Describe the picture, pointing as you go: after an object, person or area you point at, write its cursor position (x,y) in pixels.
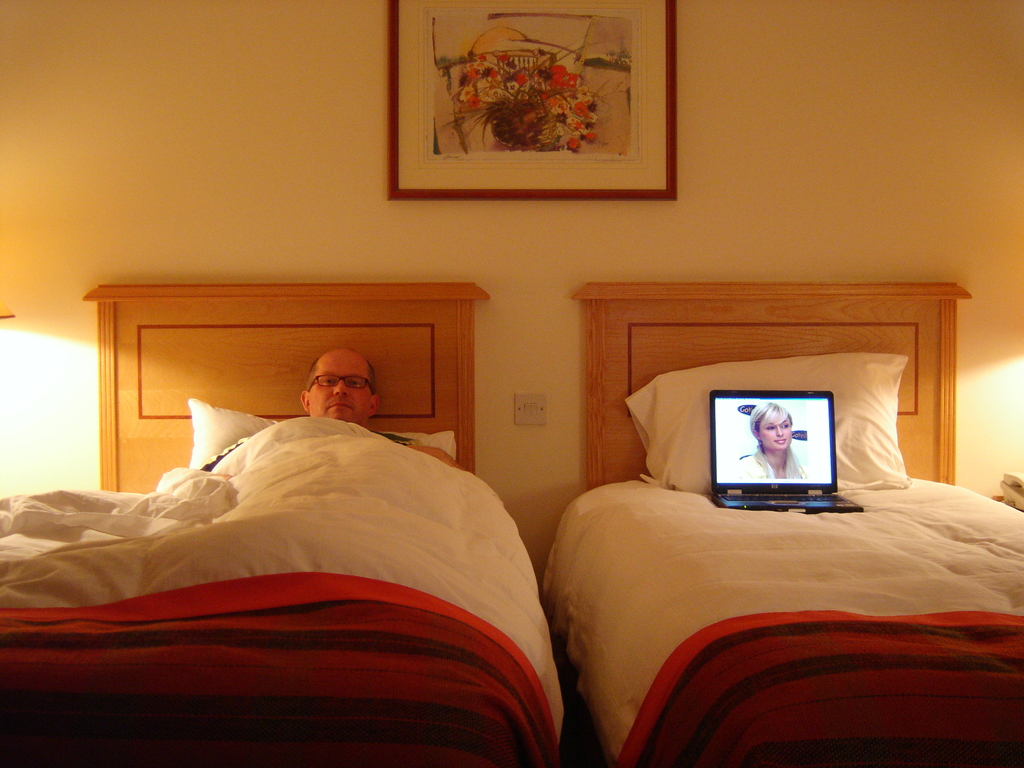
In this picture i could see a person (323,371) laying on the bed (348,332) with quilt (297,480) on him and on the other bed (695,369) i could see a laptop (763,432) on the bed (790,572). In the background (692,242) i could see a wall (380,110) and a picture frame (524,84) hanging on the wall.
